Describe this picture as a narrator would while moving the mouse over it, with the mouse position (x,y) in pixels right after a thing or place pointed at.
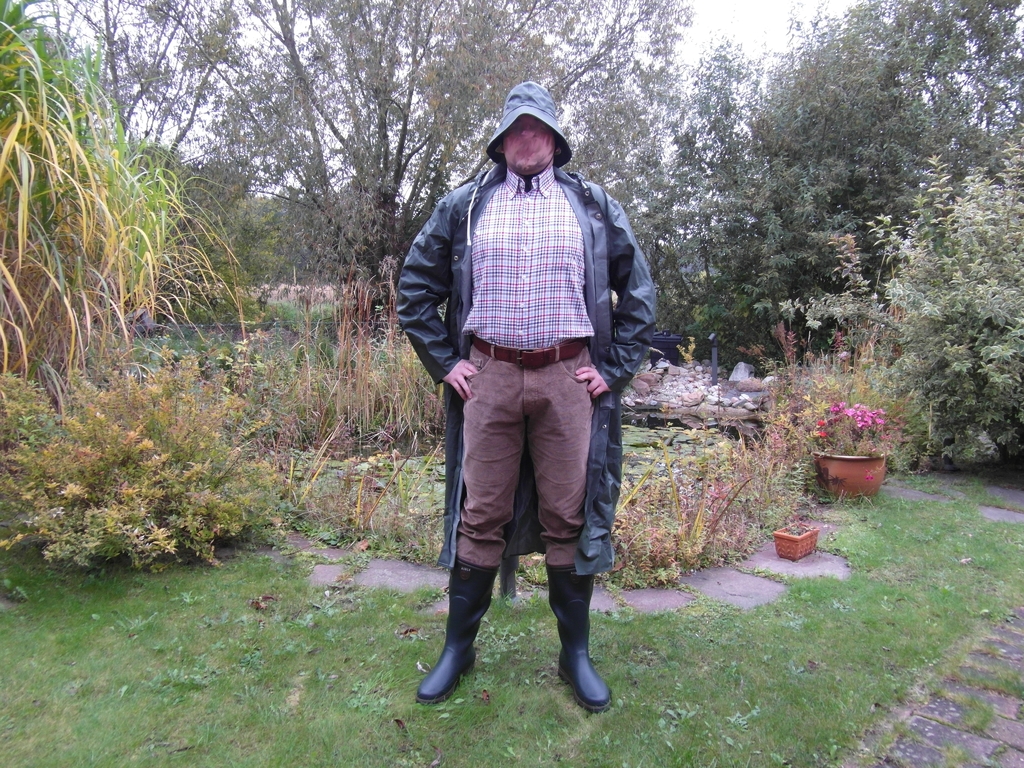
In this picture we can see a man (495,371) in the black jacket (431,283) is standing on the grass (519,662). Behind the man (532,356) there are plants (911,357), pots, trees (477,107) and the sky (732,31).
